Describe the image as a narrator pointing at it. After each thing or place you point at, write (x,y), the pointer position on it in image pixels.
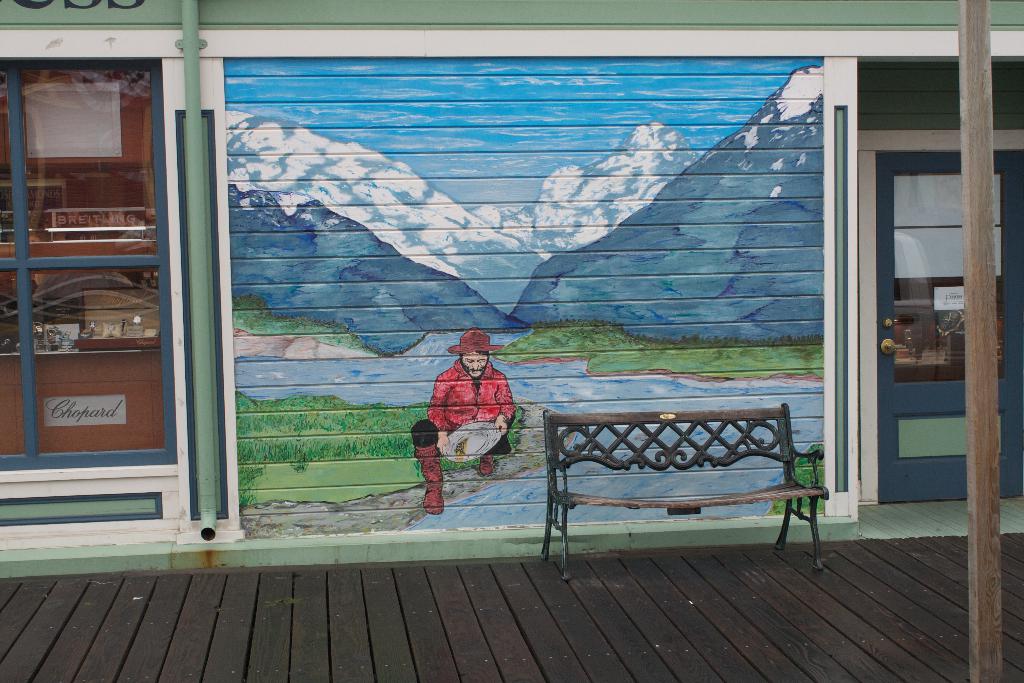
In the foreground (567,539) I can see a bench (567,539) on the floor (661,570). In the background (616,540) I can see a shop (130,265), wall (226,264) and a wall painting (720,252). This image is taken may be during a day.
